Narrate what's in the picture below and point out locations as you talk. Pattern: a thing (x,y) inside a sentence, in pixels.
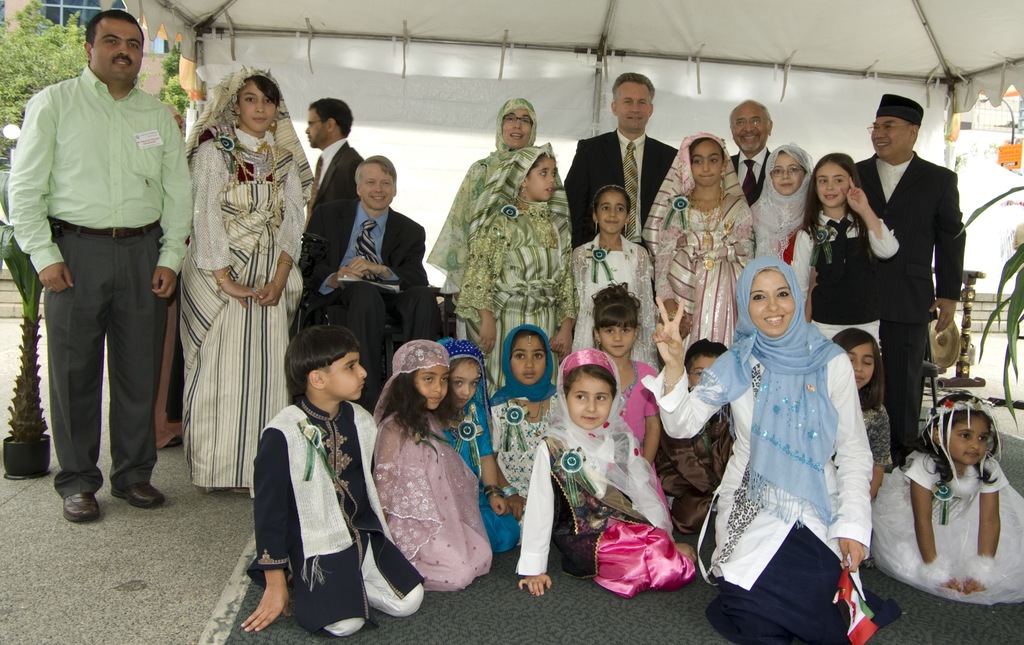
In this picture there are group of people (604,280) standing and there are group of people (586,432) on knees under the tent (885,63). At the back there are buildings (1022,132) and trees (25,76) and there are plants (31,371). On the right side of the image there is an object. At the bottom (73,582) there is a floor (38,545) and there is a mat (255,585).
